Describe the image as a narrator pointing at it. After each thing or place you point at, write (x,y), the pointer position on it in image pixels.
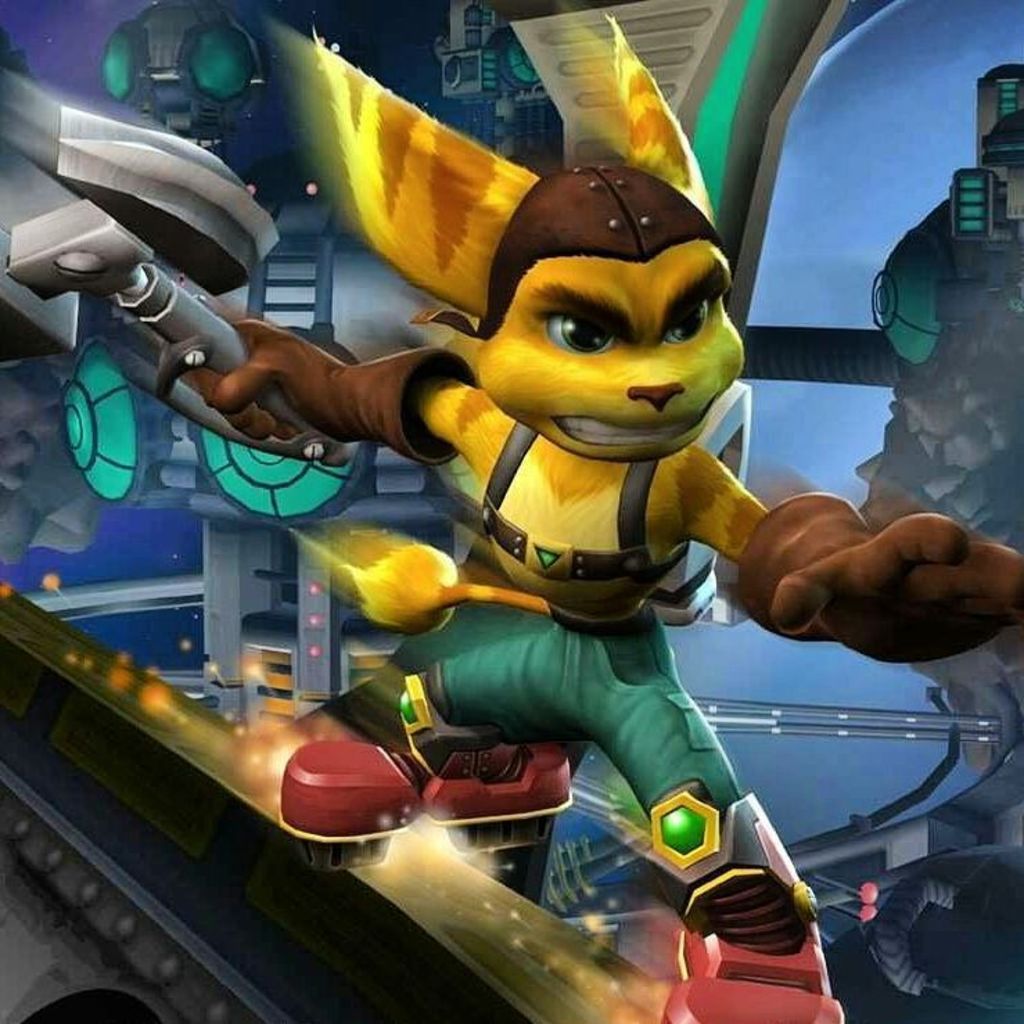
In this picture I can see animated image (543,504) holding a weapon (179,261).
